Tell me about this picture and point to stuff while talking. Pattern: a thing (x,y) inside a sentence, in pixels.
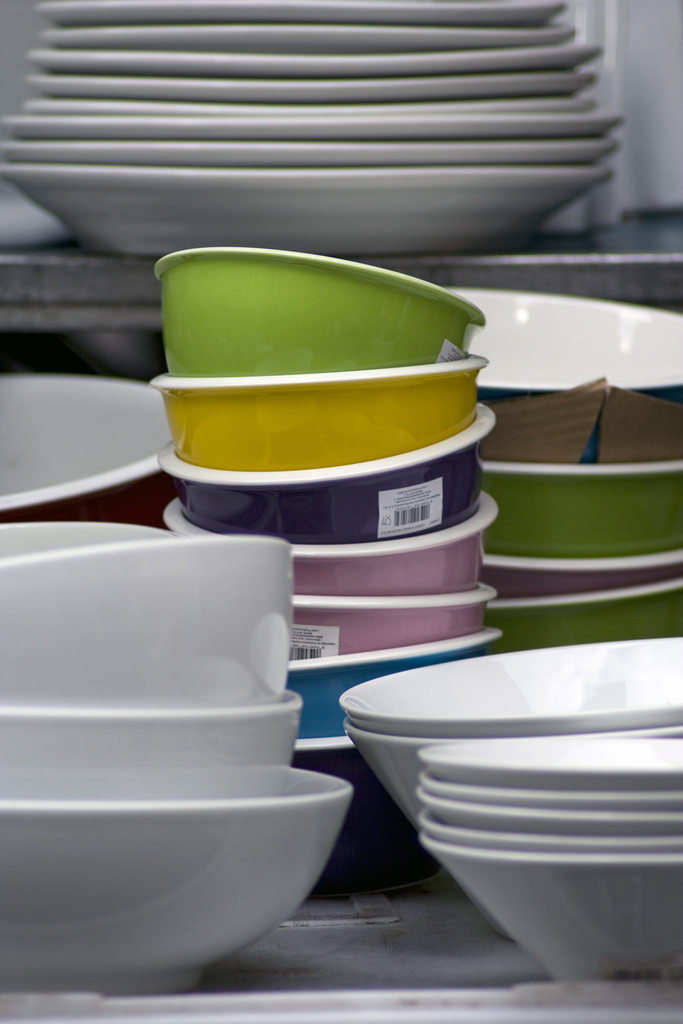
In the center of the image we can see one table (519,962). On the table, we can see plates (463,1) and bowls (449,811) in different colors. And we can see the stickers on a few bowls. In the background (665,91) there is a wall (604,65) and a few other objects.
